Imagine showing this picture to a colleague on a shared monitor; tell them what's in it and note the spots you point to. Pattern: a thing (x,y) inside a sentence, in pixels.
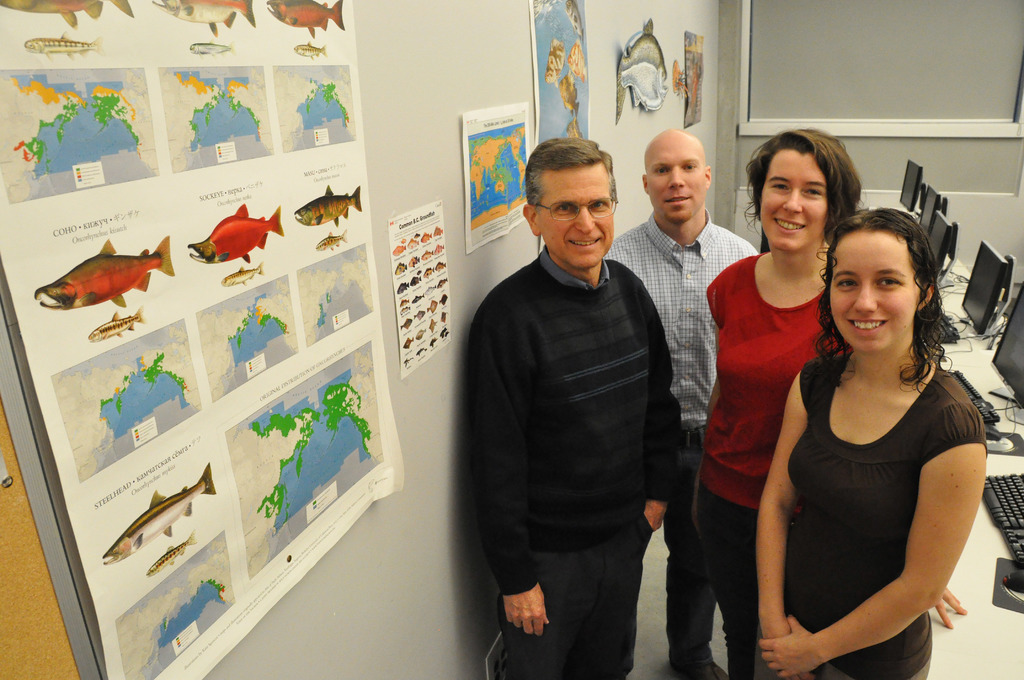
In the picture we can see four people (911,610) are standing on the floor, two are men (519,405) and two are women (895,476) and they are smiling and beside women (948,407) we can see some computer systems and keyboards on the desk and beside men (600,477) we can see a wall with some posters (207,359) of fish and world map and in the background (753,59) we can see a wall (338,665).
